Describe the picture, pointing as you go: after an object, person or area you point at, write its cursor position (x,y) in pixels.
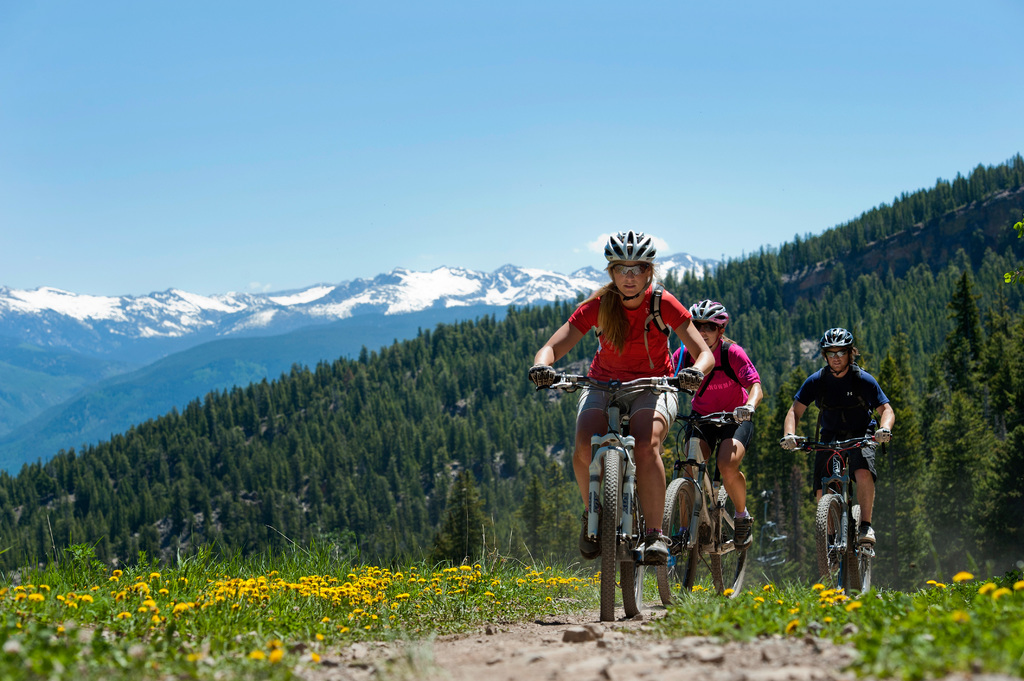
In this picture there are three people (831,360) riding bicycles (598,385) and wore helmets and we can see flowers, plants (1003,607) and grass (923,600). In the background of the image (438,378) we can see trees (928,434), mountain (153,338) and sky (488,156).
